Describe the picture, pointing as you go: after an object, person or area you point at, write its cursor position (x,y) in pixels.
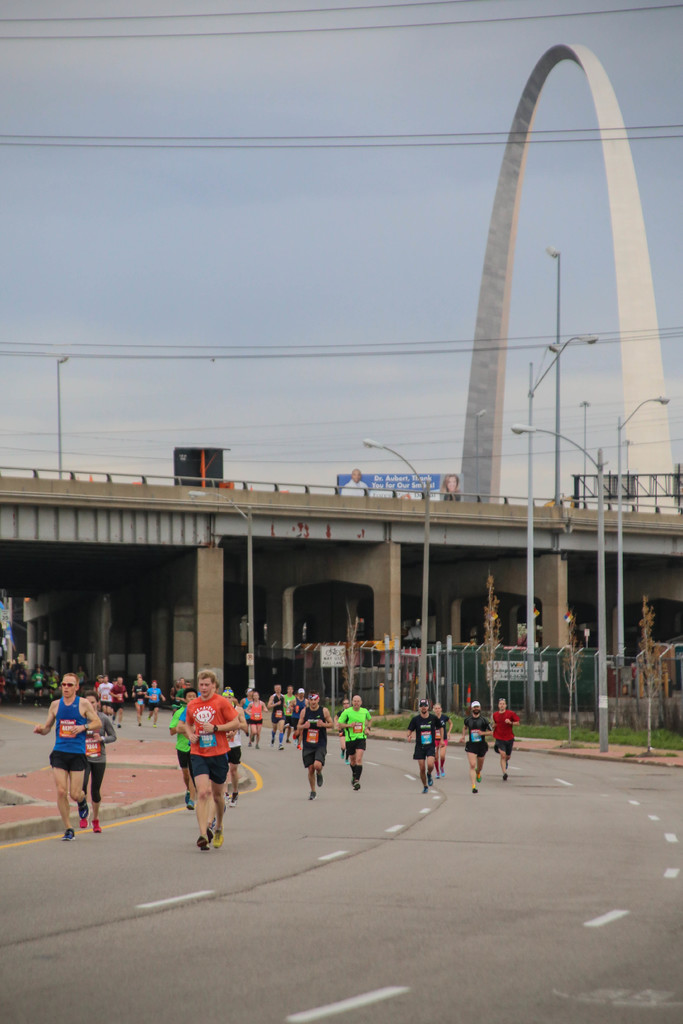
In this image we can see a group of people (353,784) running on the road (316,839). We can also see a fence (566,678), poles (528,675), a bridge (321,579), board (515,668), street lights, a building (639,249), wires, grass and the sky (108,177) which looks cloudy.
